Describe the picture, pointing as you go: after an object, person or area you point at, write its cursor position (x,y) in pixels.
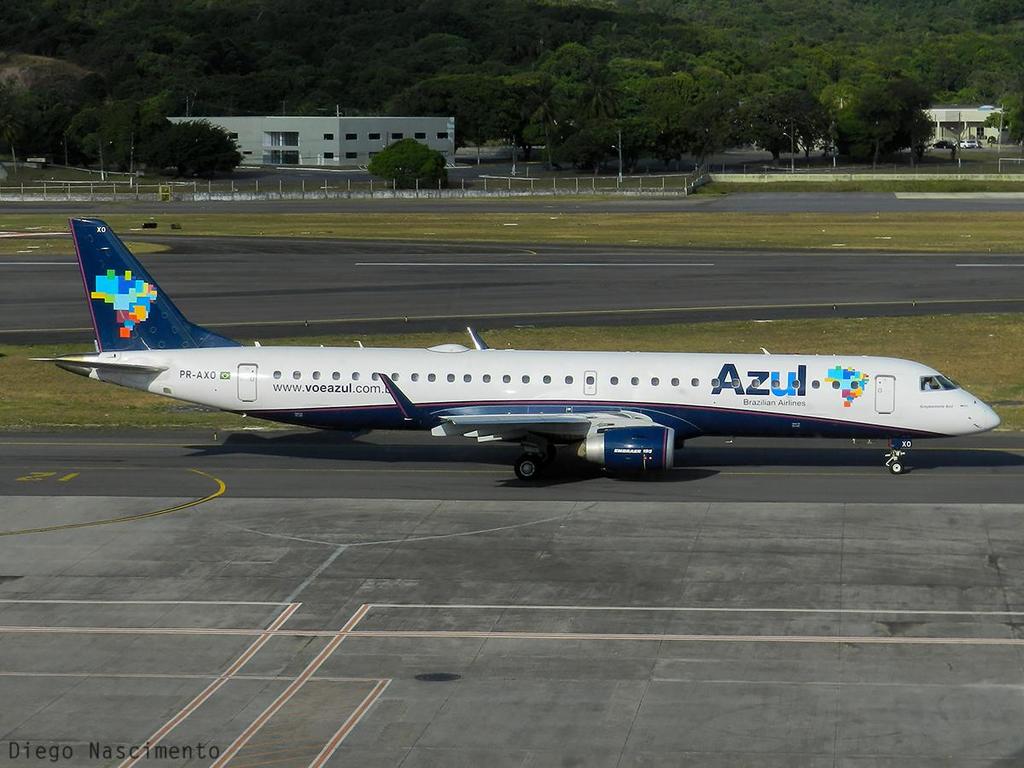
In this image we can see an airplane (567,401) on the runway (746,445), here is the cockpit (949,413), here is the rudder (96,315), here is the grass (895,344), here is the building (382,128), here are the trees (394,96).
